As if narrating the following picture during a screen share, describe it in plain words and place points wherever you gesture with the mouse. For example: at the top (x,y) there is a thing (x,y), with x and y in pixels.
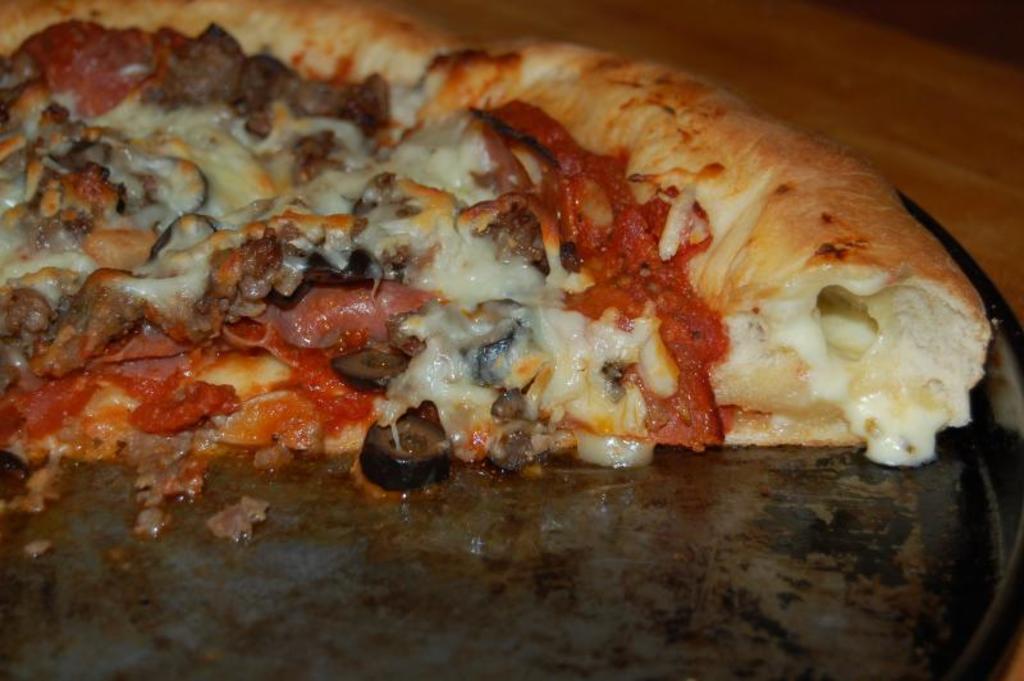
In this image we can see pizza (707,196) placed on the serving plate (661,514).
